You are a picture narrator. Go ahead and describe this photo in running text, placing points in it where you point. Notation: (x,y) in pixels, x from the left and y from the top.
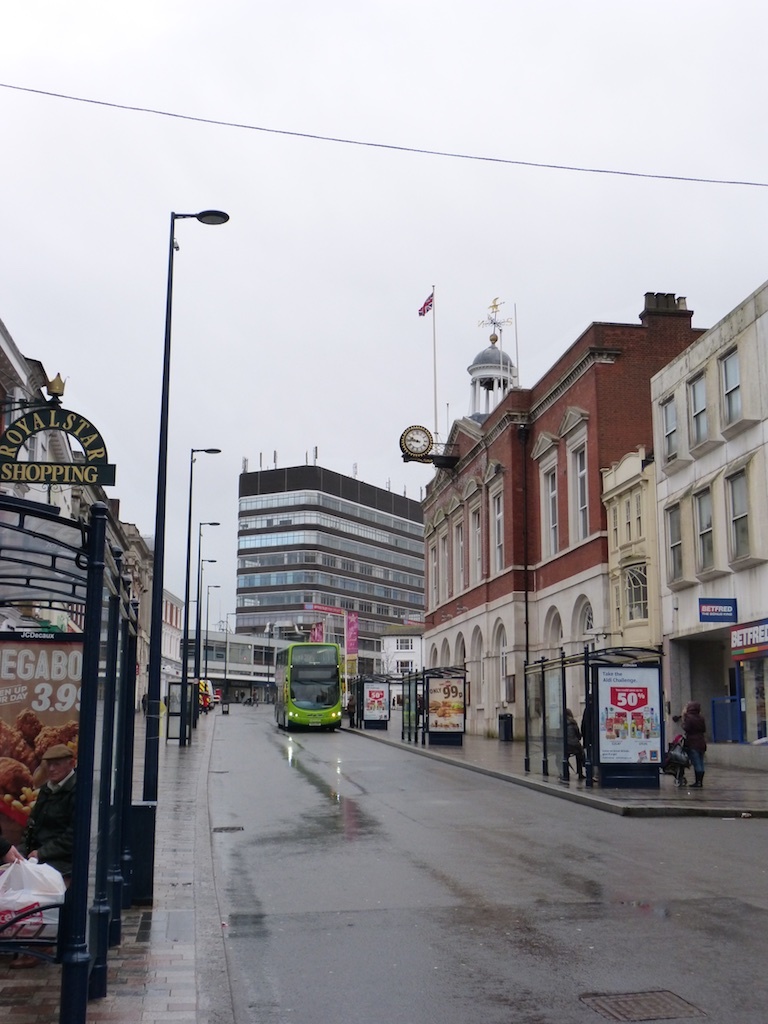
In this picture I can see buildings (487,583) and few pole lights (156,552) and I can see a flag pole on the building (440,485) and a bus (299,654) moving on the road (474,833) and few people (594,773) standing and I can see board (34,660) with some text (71,482) and a cloudy sky (438,195).
